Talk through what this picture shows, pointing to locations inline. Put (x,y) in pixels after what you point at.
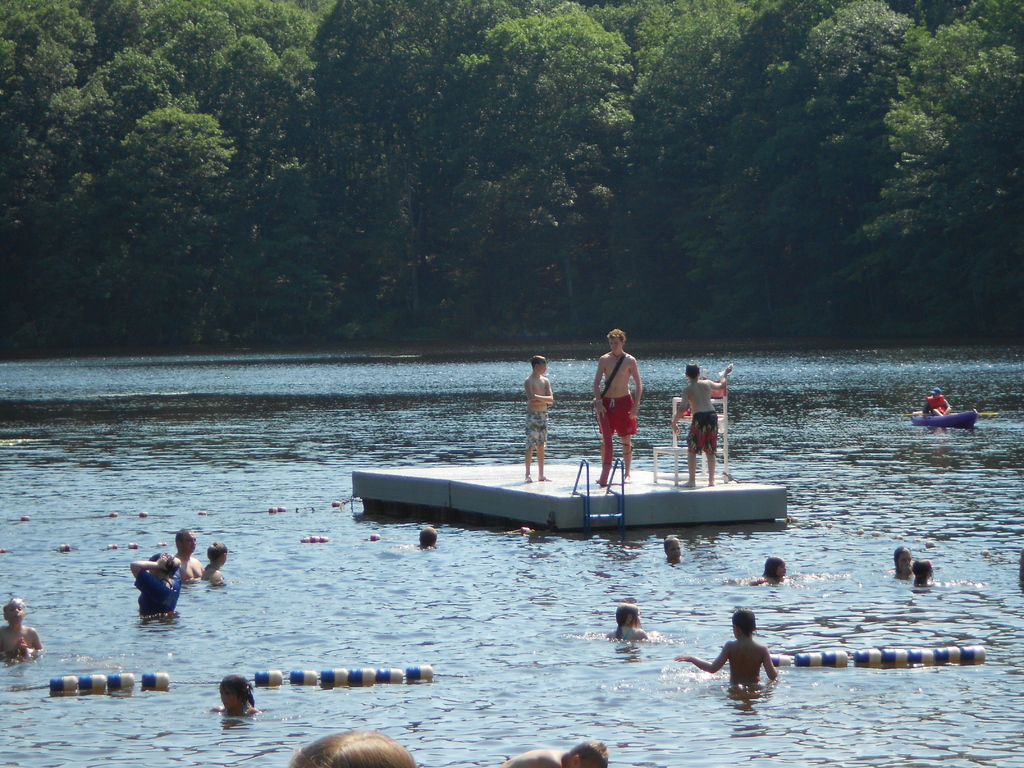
In the image there is a river (403,399) and there are a lot of people (181,560) swimming in the river water (789,514) and at the center (424,496) there is some object (497,485), on that there are three people (620,418) standing and in the background (361,209) there are a lot of trees (754,136).
